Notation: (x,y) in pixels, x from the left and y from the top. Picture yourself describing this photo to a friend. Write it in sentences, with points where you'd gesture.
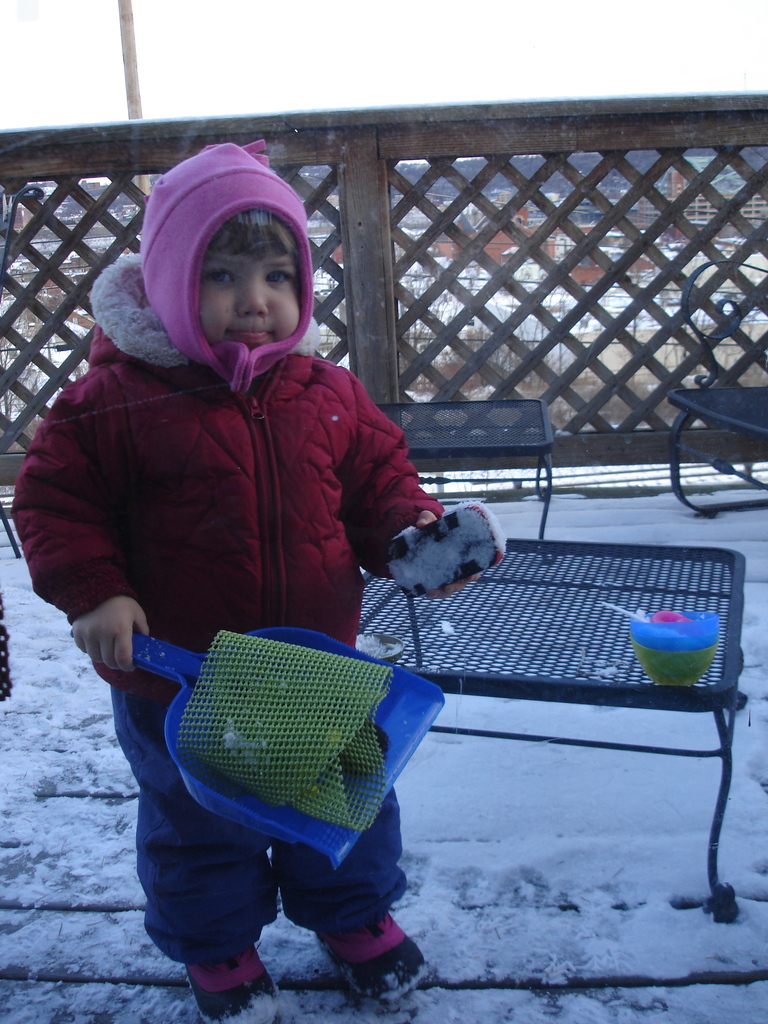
There is one kid (192,525) standing and holding some objects (283,698) as we can see on the left side of this image (231,664). We can see tables (722,602) and a wooden wall (370,151) in the background (485,470). The sky (340,44) is at the top of this image (348,56).
